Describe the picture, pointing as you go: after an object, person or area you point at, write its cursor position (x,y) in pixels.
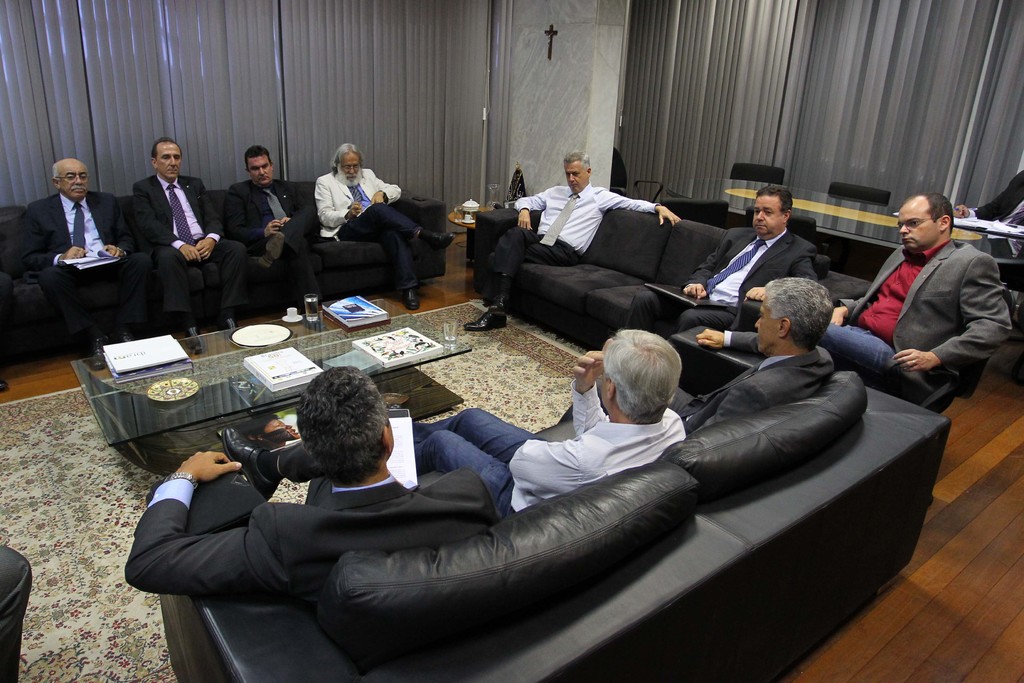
In this image there are a few people (265,253) seated on sofa chairs (603,497), in the middle (398,374) there is a table (375,369) with some objects (407,354) on it, behind them there are curtains (427,114) and a wall (547,82), beside the curtain (736,92) there is another table (839,215) with two empty chairs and a person (986,216) sitting with some papers (1022,232) on the table (965,234).
